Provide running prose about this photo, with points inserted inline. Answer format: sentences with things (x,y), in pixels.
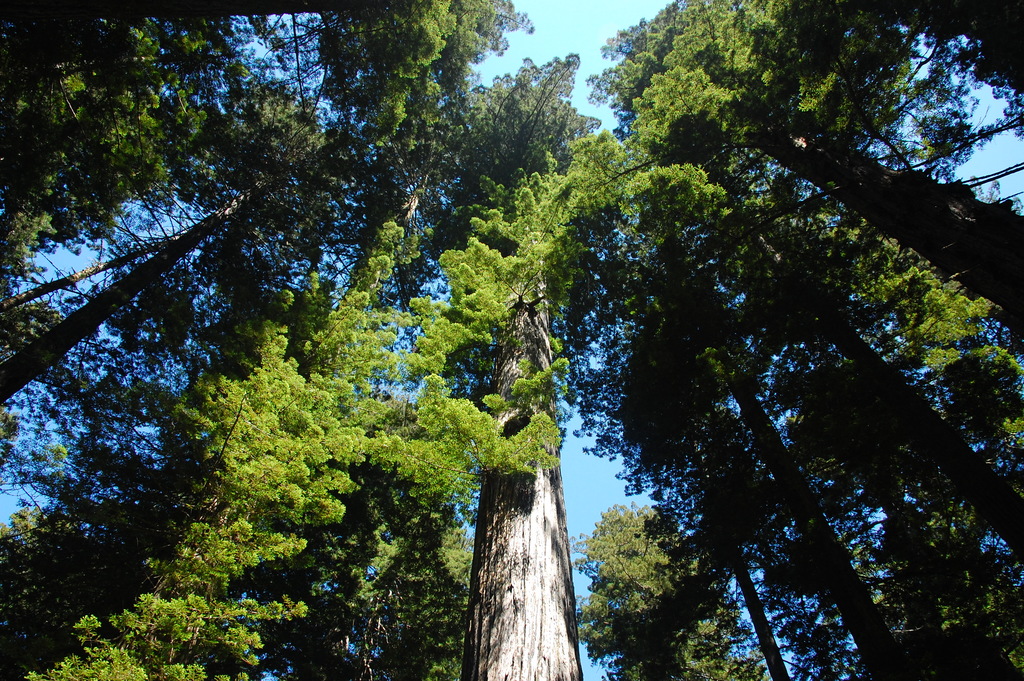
In the center of the image (607,282) we can see the sky (79,430) and trees (569,394).
